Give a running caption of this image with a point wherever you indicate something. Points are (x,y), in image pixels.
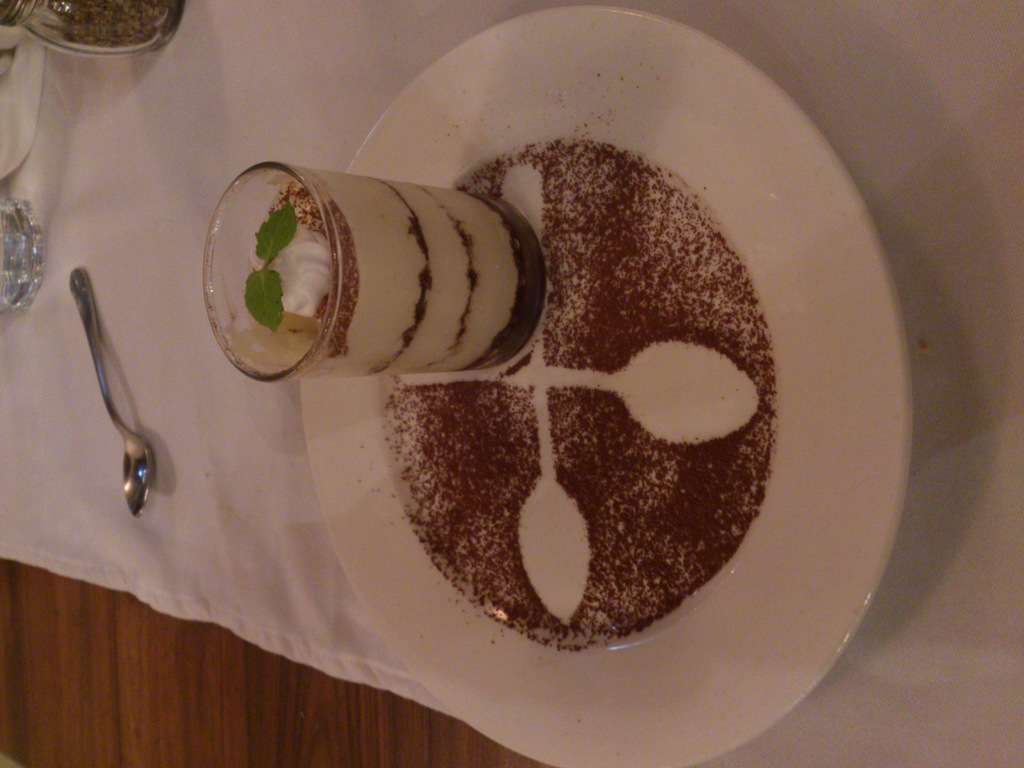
It's an ice cream glass (335,284) in a white color plate (558,460). On the left side (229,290) there is a spoon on the white color cloth (235,464).
